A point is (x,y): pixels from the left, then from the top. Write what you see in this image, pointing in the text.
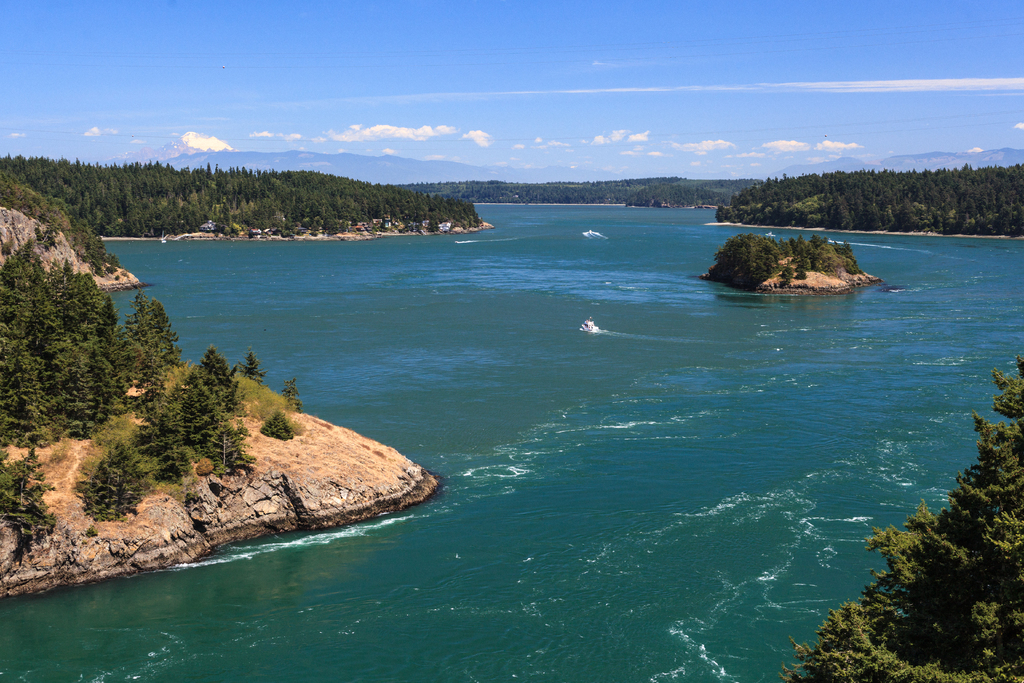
In the center of the image (518,311) we can see a river (531,438) and there are trees (980,581). In the background (436,192) there are hills (259,163) and sky (612,102).
